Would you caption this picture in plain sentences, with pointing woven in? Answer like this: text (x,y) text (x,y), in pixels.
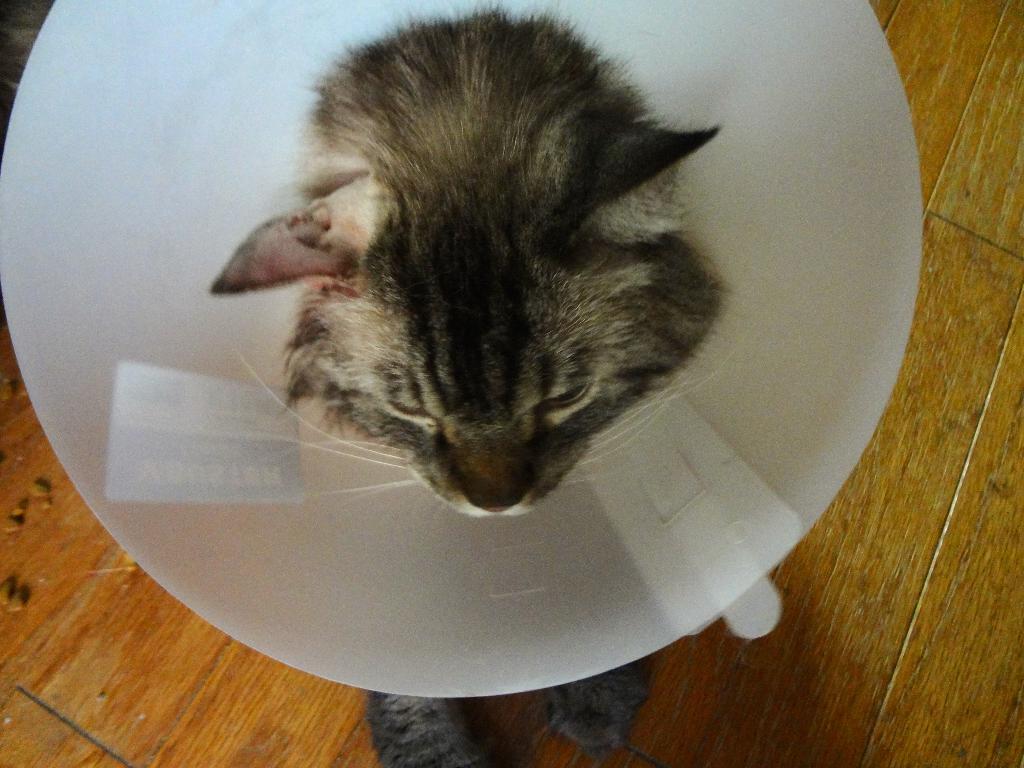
In the center of the image (374,351), we can see a cat (437,392) and there is a funnel (394,508) on his head (449,316). At the bottom (893,566), there is floor (885,547).
